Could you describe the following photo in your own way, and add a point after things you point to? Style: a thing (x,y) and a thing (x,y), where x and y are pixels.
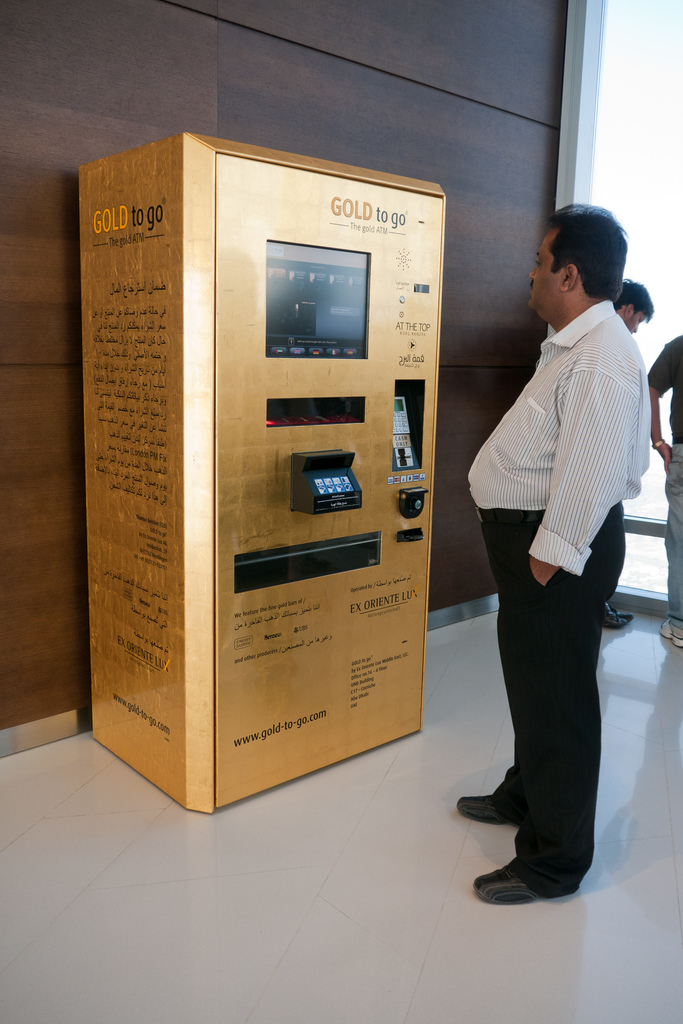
This is an inside view. On the right side (573,400) there are three persons (608,461) standing on the floor (475,985). One man (550,781) is facing towards the left side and the looking at the machine (290,238) which is in front of him. At the back of it there is a wooden wall (162,121). On the right side (656,106) there is a glass (660,219) through which we can see the outside view.
